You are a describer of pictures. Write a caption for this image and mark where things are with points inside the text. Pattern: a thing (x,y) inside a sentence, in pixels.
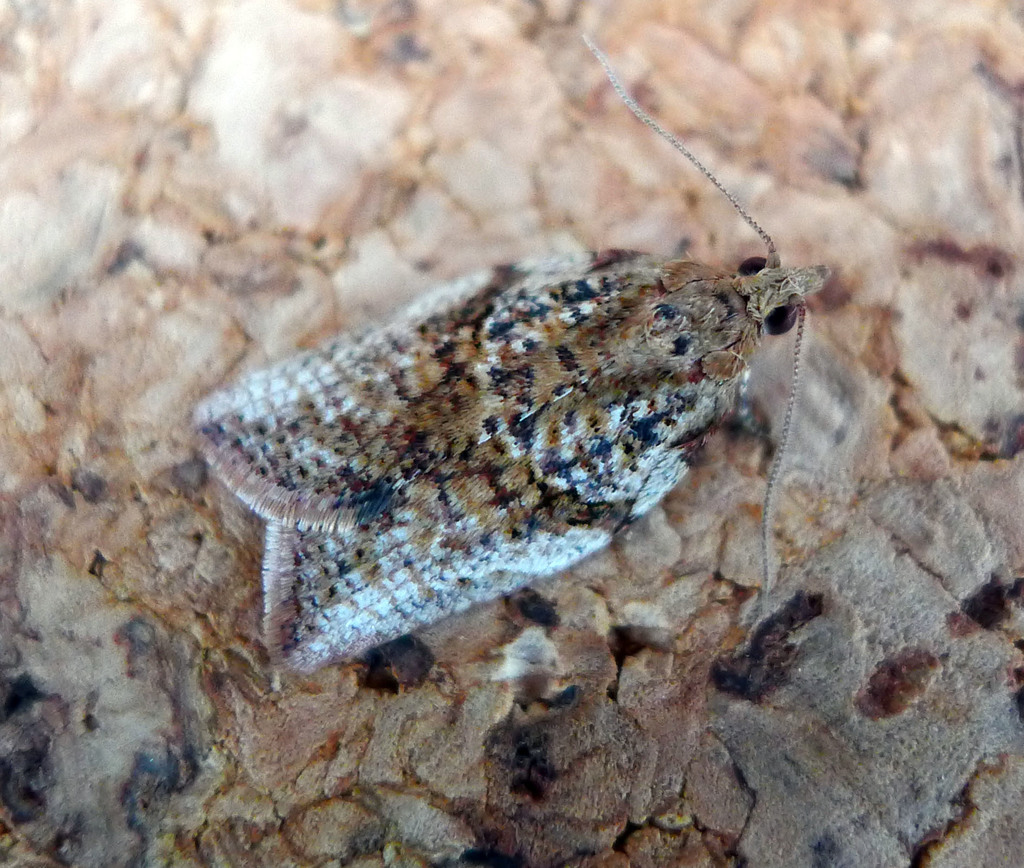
We can see there is one insect (424,461) present on the surface (477,211) in the middle of this image (375,406).
